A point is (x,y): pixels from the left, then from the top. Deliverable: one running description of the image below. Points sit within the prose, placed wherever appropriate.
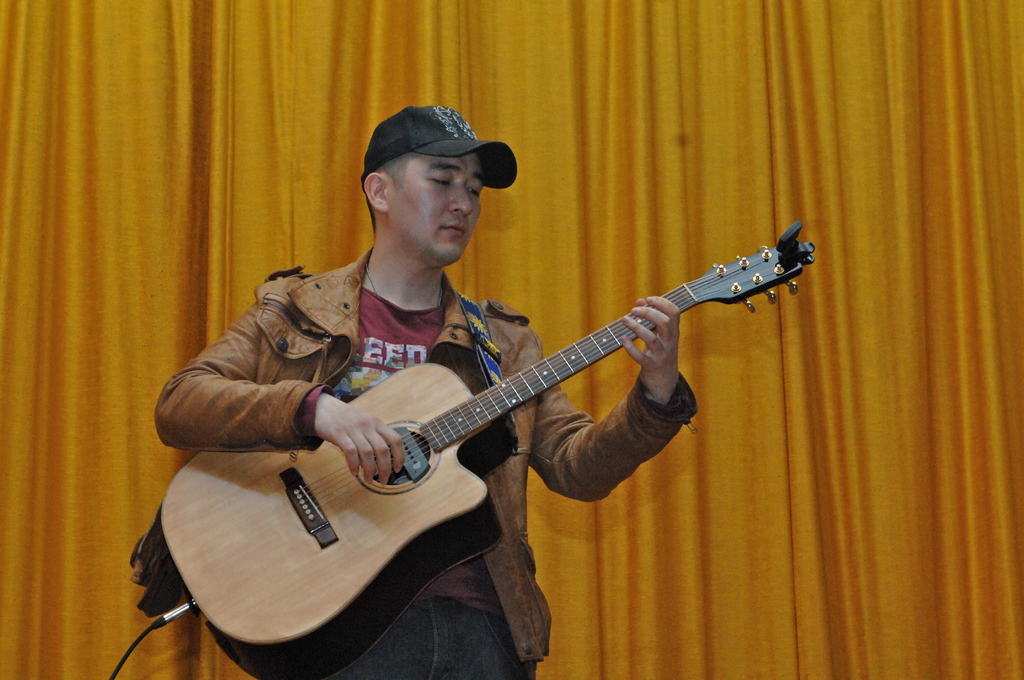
Here we can see one man (411,190) wearing a black color cap (451,144), standing and playing a guitar (468,395). On the background (397,68) we can see yellow colour curtain (488,102).
